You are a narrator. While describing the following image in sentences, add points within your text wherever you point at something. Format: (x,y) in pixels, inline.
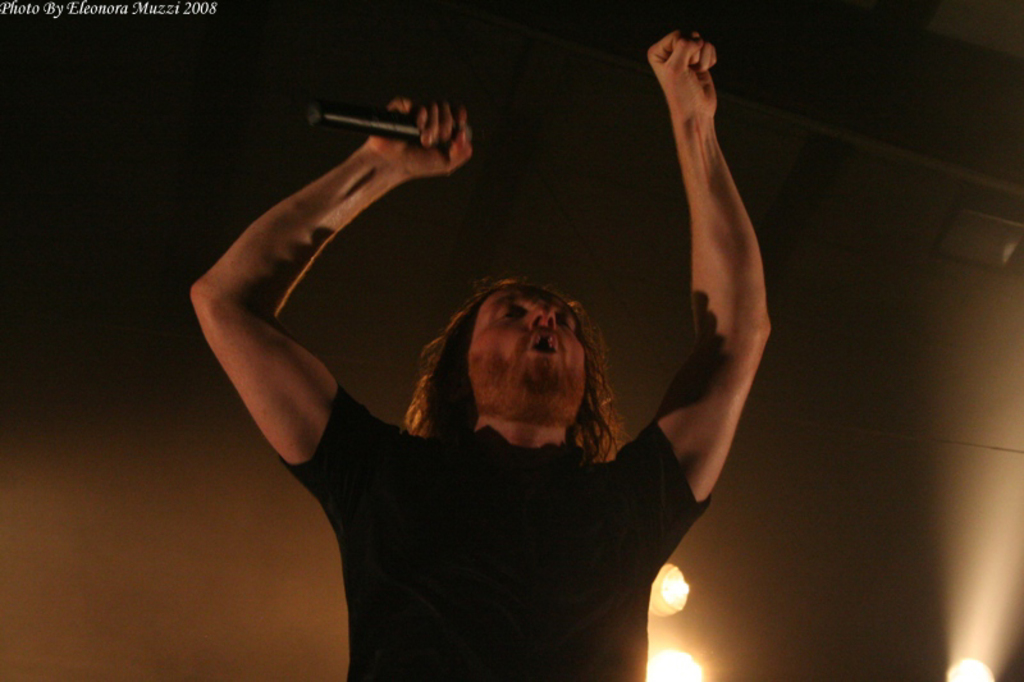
In this image there is a man (484,521) who is wearing the black t-shirt (452,563) is holding the mic (407,129) with the hand (394,151). He is raising his both the hands (708,264). In the background (662,601) there are lights (665,581).
